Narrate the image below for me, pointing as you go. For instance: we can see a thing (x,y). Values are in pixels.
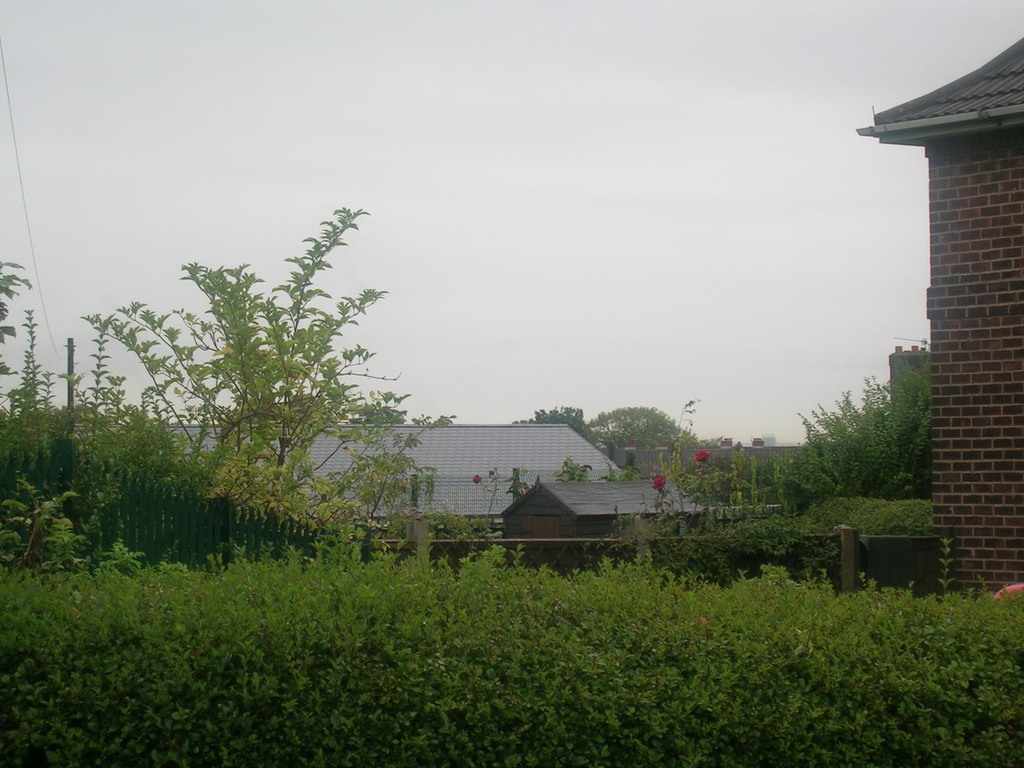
In the foreground of the picture (330,588) there are plants (105,658). In the center of the picture (359,472) there are trees (880,424), plants (781,516), railing (736,513), flowers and some constructions (593,478). In the background (575,435) there are trees (584,425) and building (552,455). Sky (542,261) is cloudy.
